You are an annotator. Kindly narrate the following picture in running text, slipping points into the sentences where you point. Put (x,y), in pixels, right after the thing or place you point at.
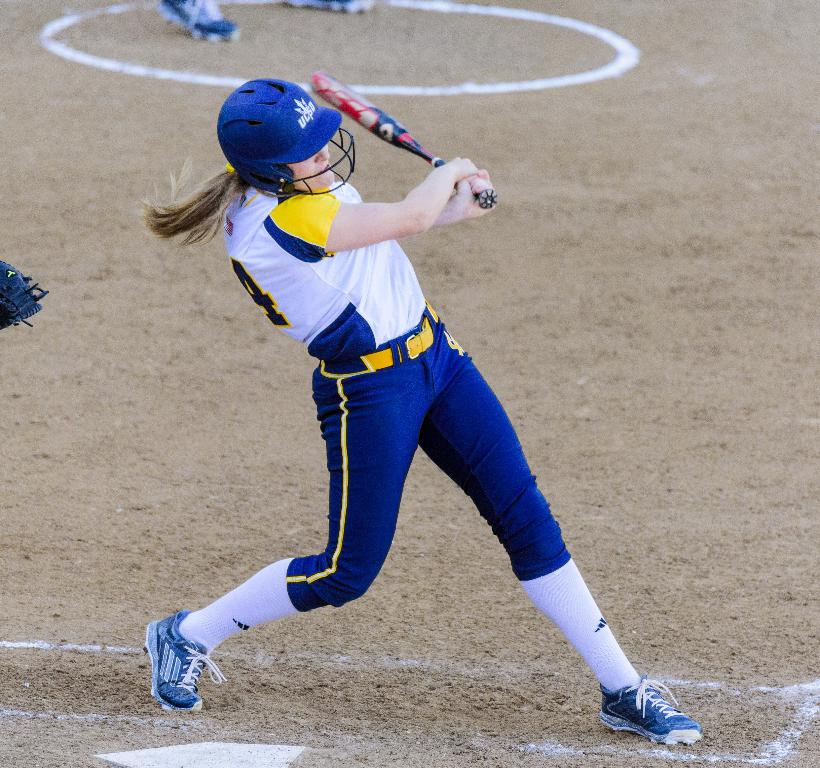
In this image we can see the person (461,172) standing on the ground (410,163) and holding a baseball bat (389,137). And at the back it looks like a glove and we can see the leg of the person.
